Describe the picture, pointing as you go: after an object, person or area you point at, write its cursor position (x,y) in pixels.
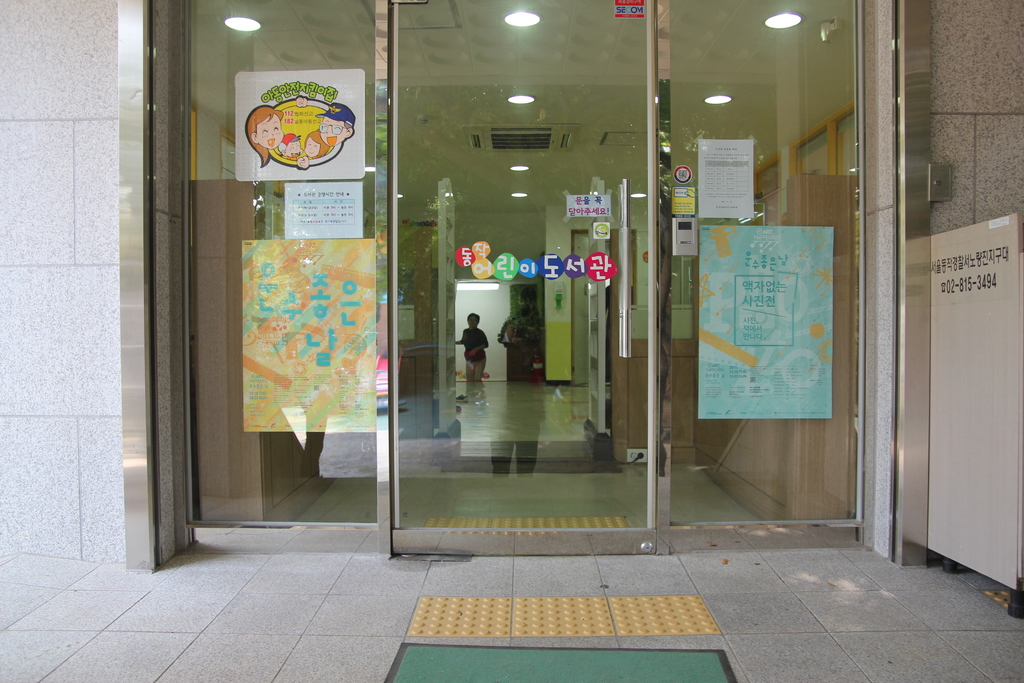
In this image I can see the glass door (541,452) and the board (960,517). I can see the papers (300,117) and posters (291,135) attached to the glass door (493,274). Inside the building (573,306) I can see the person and there are lights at the top (512,104). I can see the reflection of one person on the glass (461,328).
